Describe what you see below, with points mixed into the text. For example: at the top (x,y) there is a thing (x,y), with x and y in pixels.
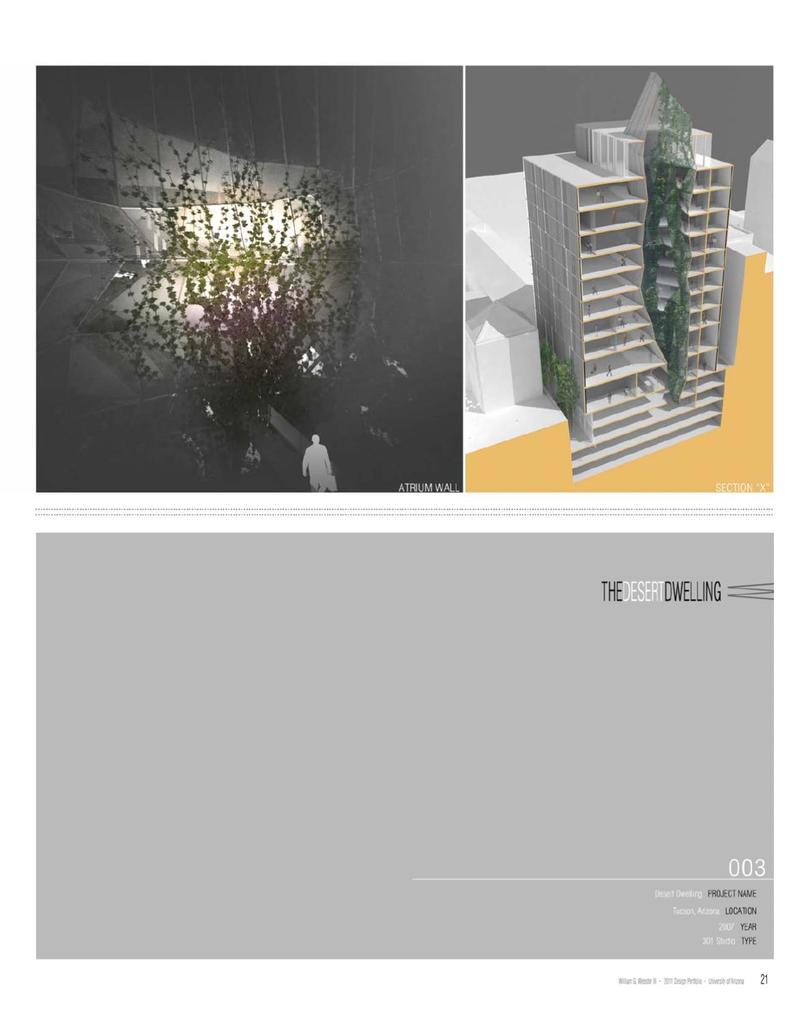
In this image I can see a building (699,371) in white and gray color, I can also see a tree (255,405) and I can see the collage image.
